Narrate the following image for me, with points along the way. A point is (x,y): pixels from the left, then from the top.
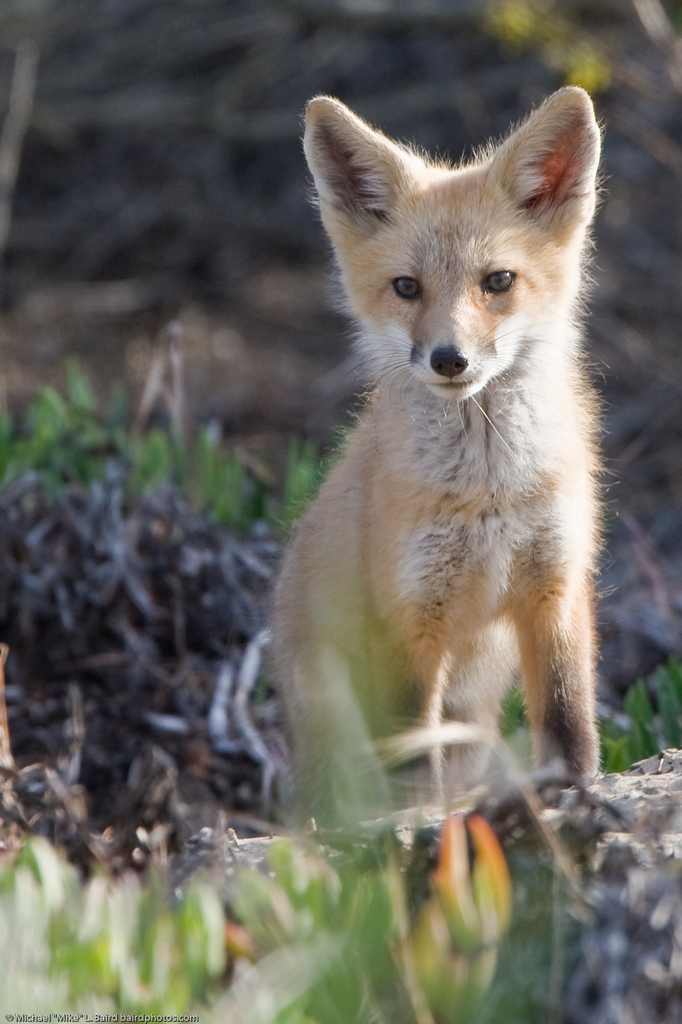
In this picture there is an animal (526,432). It is looking like a fox (418,461). This animal (350,607) is in cream and white color. I can observe some grass (186,923) on the ground (204,547). The background (140,104) is blurred.
